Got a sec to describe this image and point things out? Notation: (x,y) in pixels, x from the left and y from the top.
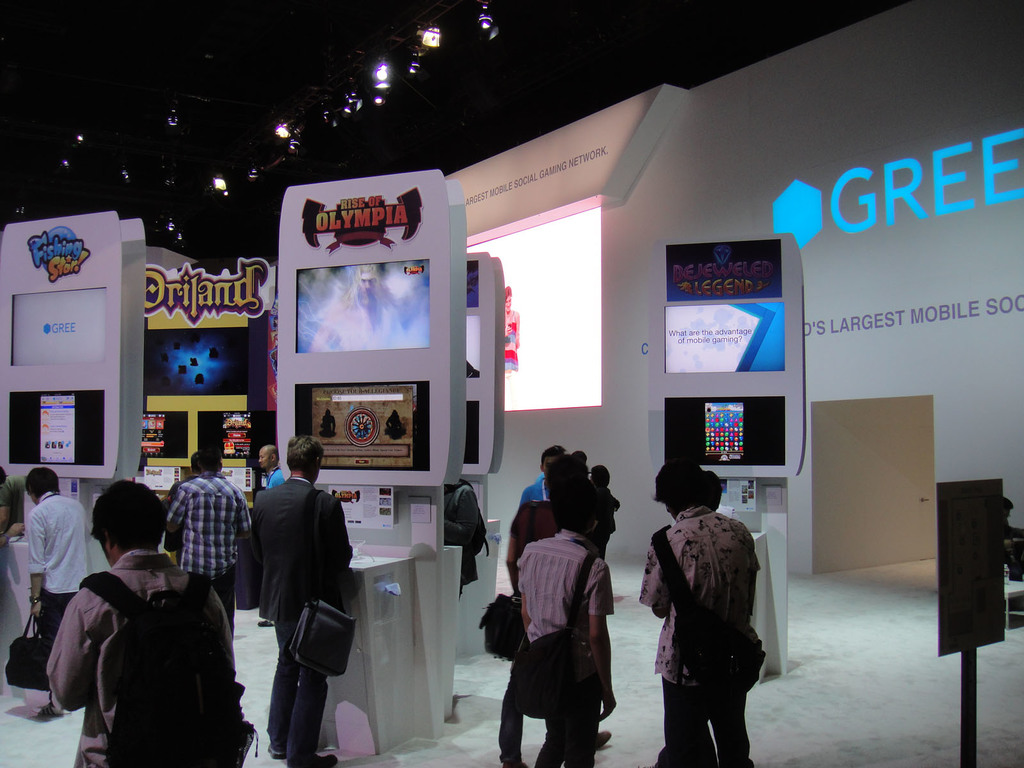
In this picture we observe many people (311,548) are standing in front of a gaming boards (134,315) and in the background (1008,258) we observe a wall (945,288) on which GREE is written.
